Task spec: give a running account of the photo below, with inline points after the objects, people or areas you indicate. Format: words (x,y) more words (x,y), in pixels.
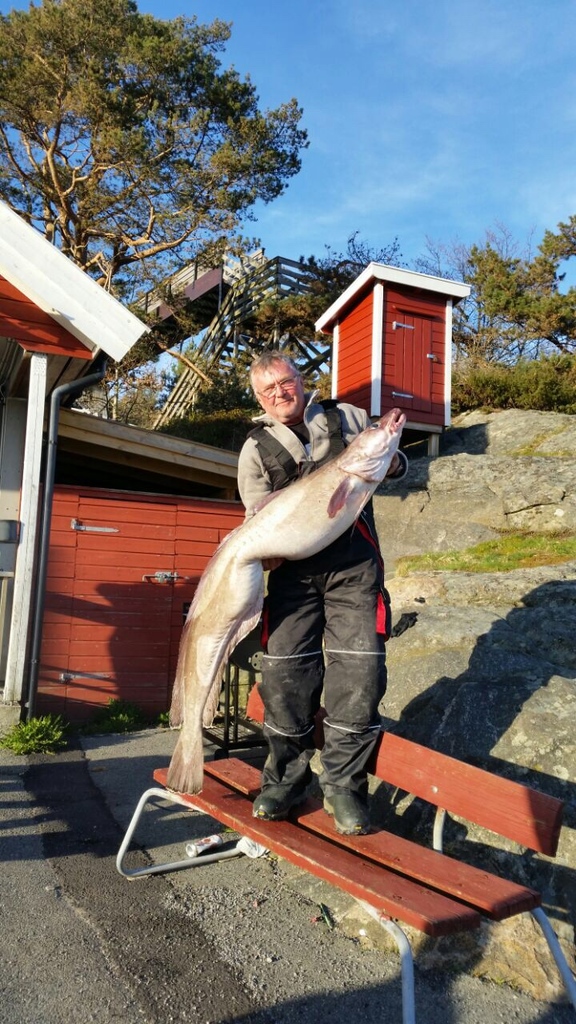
In the given image we can see a man (313,577) standing on a bench (396,865). He is catching fish (263,538) in his hand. This is house (49,468), tree (119,161) and sky (360,125) which is in blue color.
